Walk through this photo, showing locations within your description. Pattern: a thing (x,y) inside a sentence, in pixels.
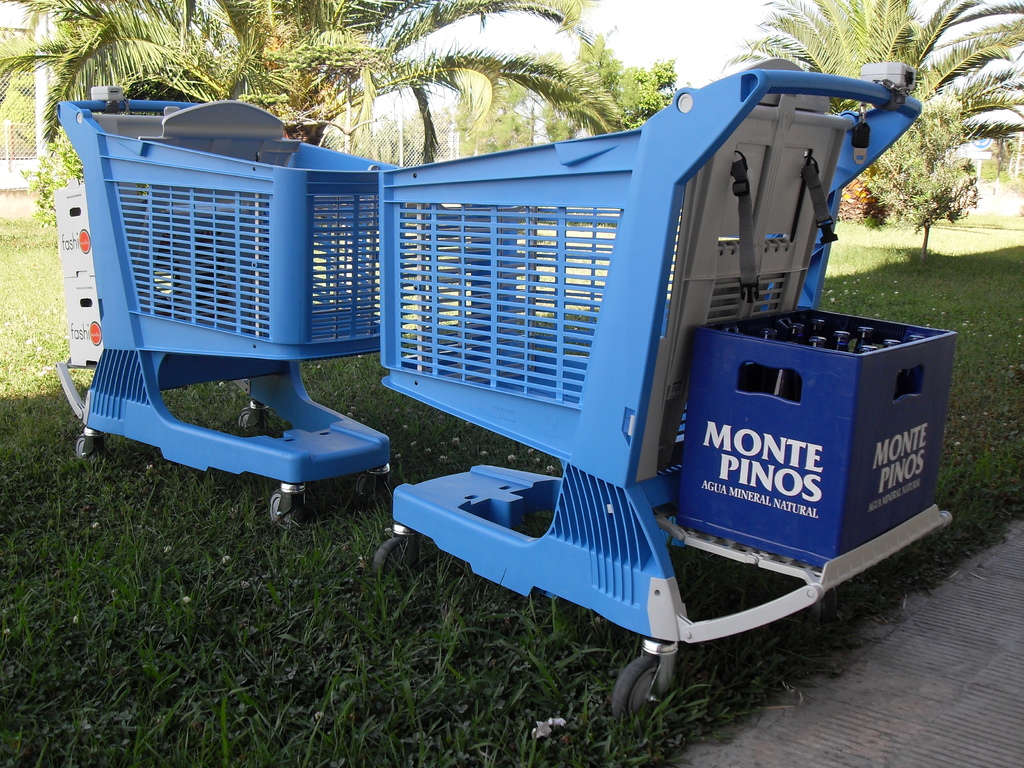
In this picture, we see the shopping carts (405,333) in blue color. On the right side (730,409), we see the cool drink case (846,443) in blue color. At the bottom (327,667), we see the grass (555,674) and the pavement (839,692). There are trees (311,82) and a fence (403,140) in the background (458,138).
